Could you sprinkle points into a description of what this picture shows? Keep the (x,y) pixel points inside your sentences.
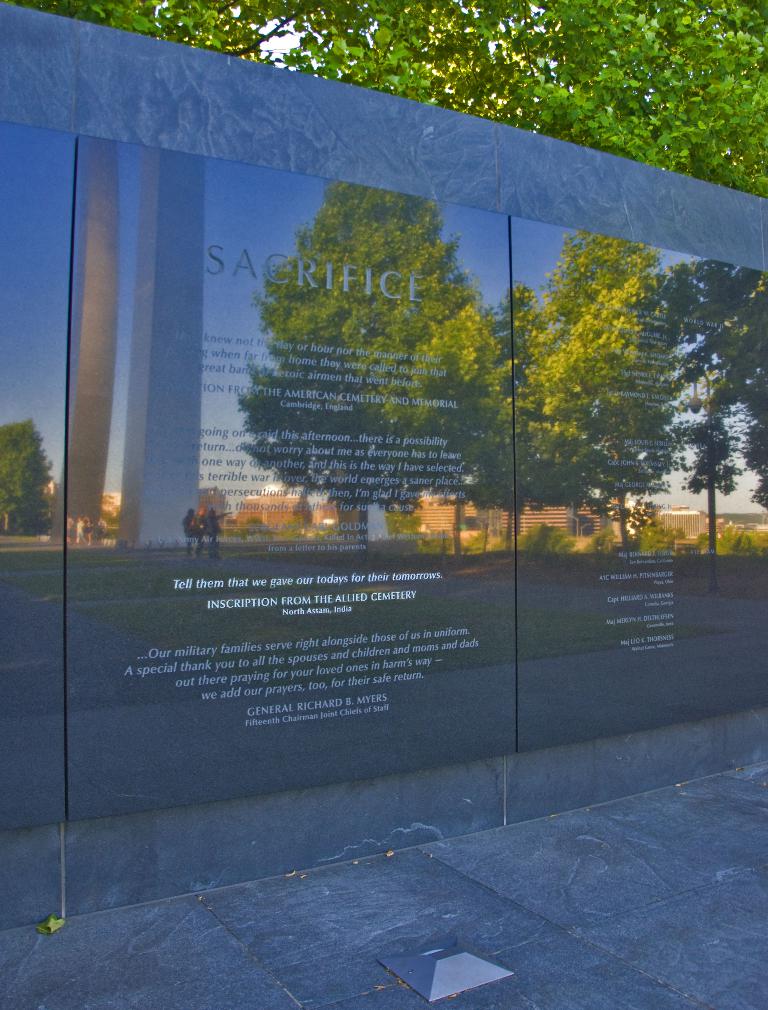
In the image we can see there are black marble stone (349,601) on the wall (380,642), matter (384,540) is written on the black marble stone (385,593) and its written ¨Sacrifice¨. There is reflection (406,332) of trees (468,339) and buildings (726,525). Behind there are trees (705,48).
